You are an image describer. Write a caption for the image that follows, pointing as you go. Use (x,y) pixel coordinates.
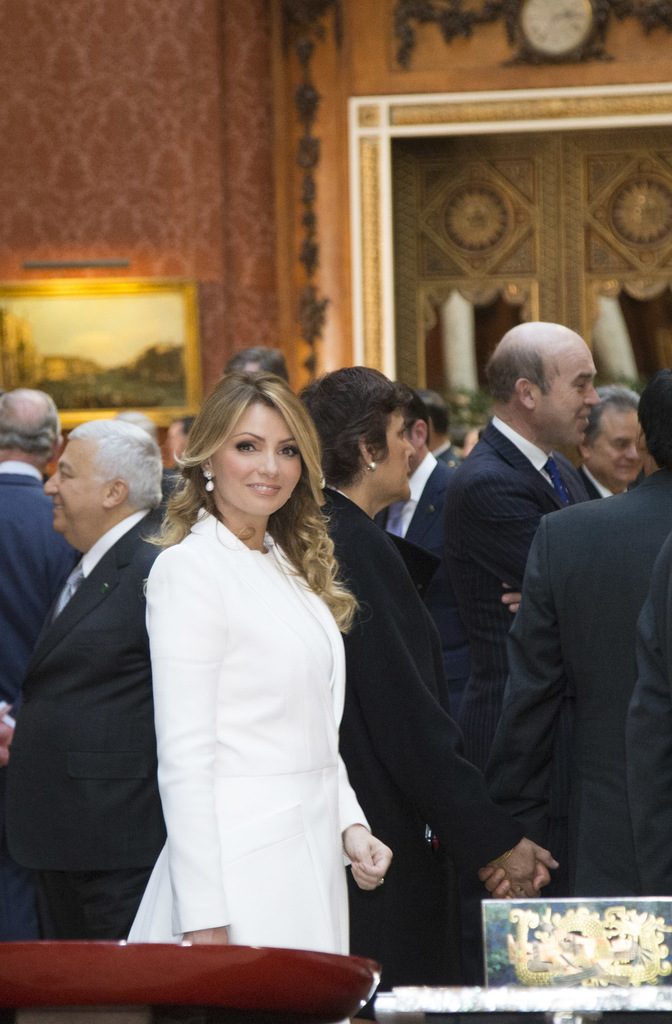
In this image we can see men (494,632) and women (340,688) standing on the floor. In the background (156,301) there are wall hangings (156,301) to the wall (116,69) and a clock (526,48).
